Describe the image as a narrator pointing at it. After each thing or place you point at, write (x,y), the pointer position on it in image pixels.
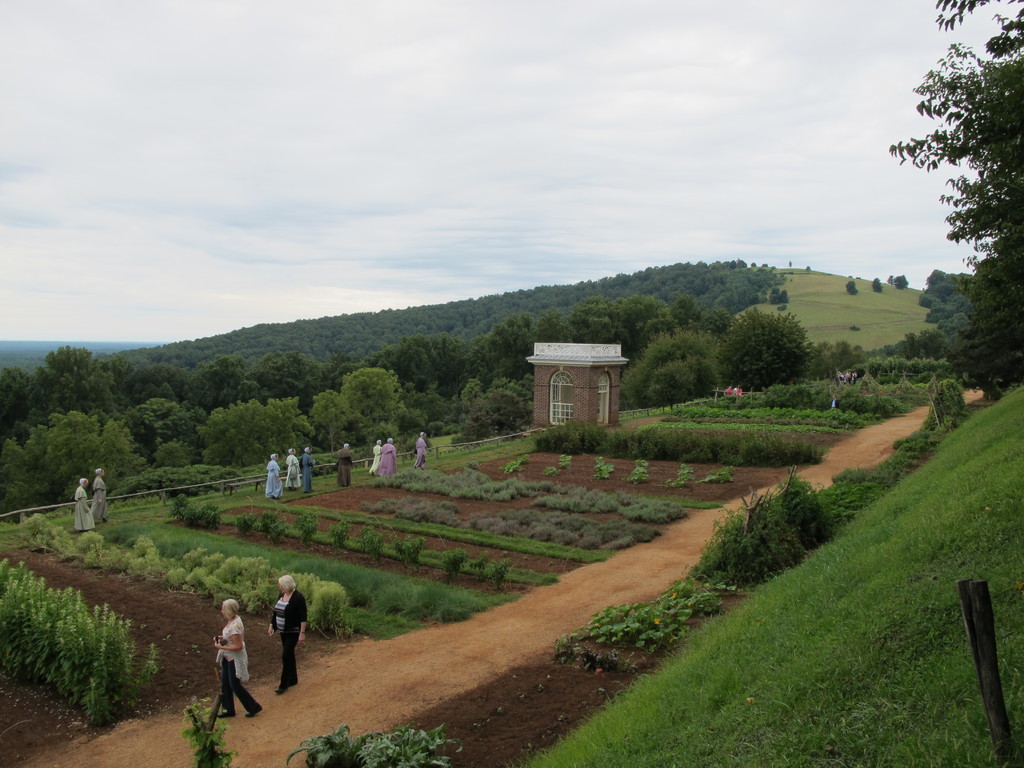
On the right side of the image (886,522) there is grass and also there are plants (705,419) and leaves (705,419). And on the ground (705,419) there are plants (255,564) and bushes (30,621). And also there are few people (305,456) in the image. And there is a room (550,368) with walls (585,391) and glass windows (557,412). In the background (488,422) there are trees (773,318) and also there is a hill (460,334). At the top of the image (405,128) there is sky (608,70).
